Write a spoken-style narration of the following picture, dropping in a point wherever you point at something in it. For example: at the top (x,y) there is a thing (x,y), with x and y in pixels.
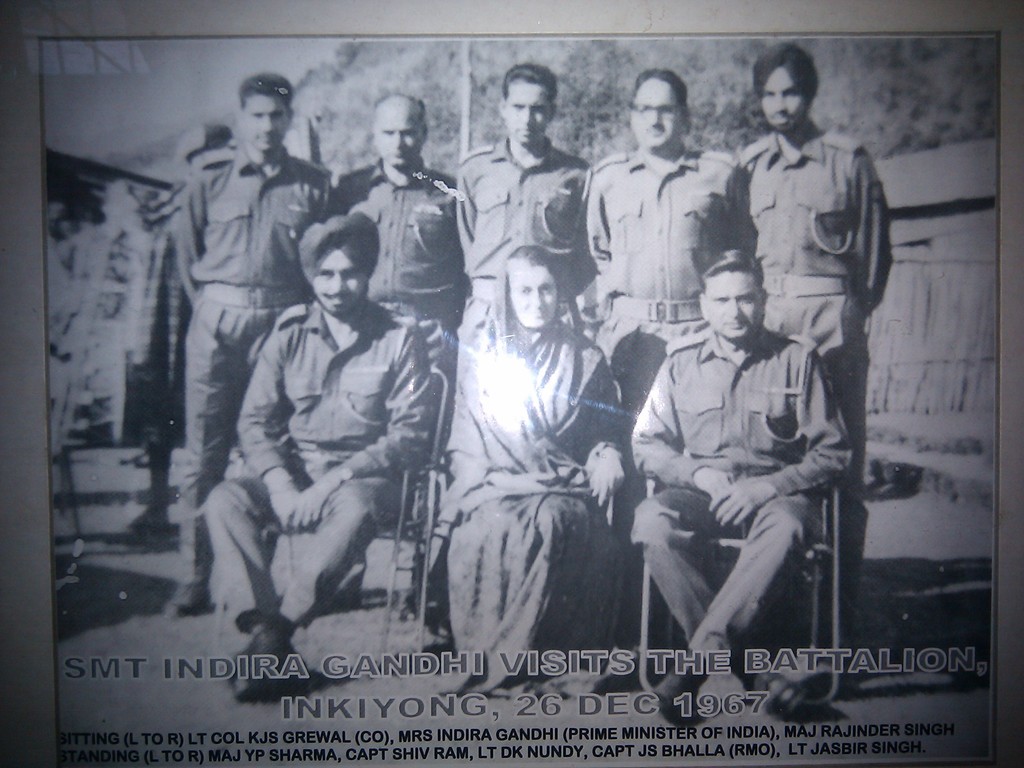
This is a photograph image and it is a black and white photo. In the photo we can see two men (397,410) and a woman (479,423) sitting on the chairs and behind them there are five men (516,223) standing. In the background (349,85) we can see trees (432,86), pole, a person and some other objects (116,283). At the bottom (542,733) we can see some text (531,752) written on the photograph.
